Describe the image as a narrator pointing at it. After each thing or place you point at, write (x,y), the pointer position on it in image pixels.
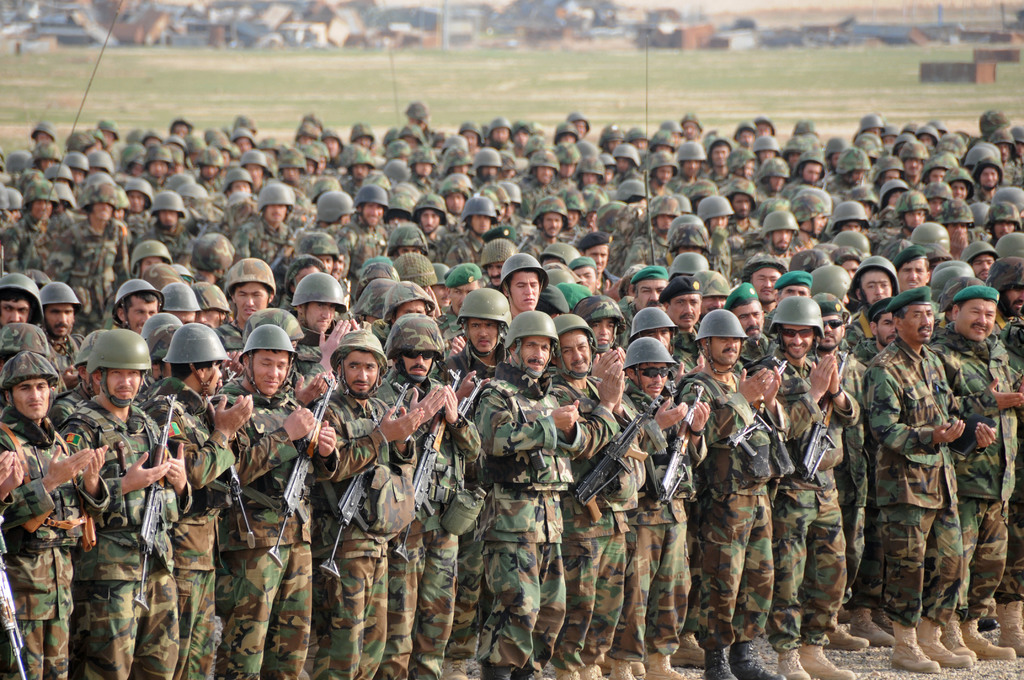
In this image we can see people (432,403) wearing military dress (369,399) holding weapons (145,528). In the background of the image (539,8) there are houses (373,13).
